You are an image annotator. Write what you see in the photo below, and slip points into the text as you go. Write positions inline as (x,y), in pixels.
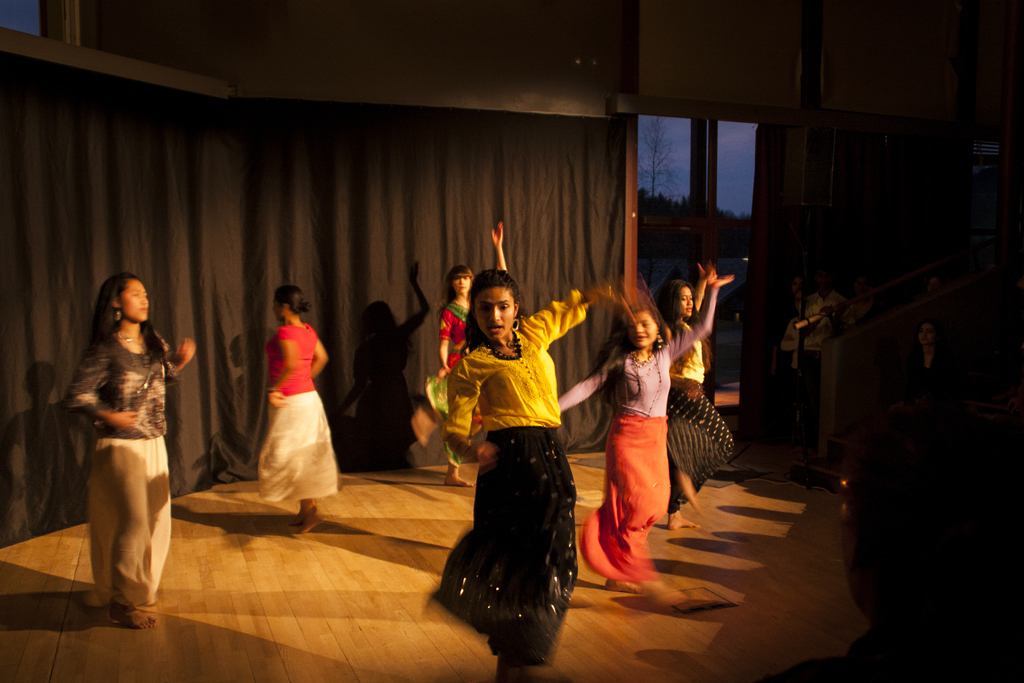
On a stage (440,486) group of girls (473,423) are performing dance and behind the girls (648,316) there is a black curtain (339,294), in the front some people (999,632) are watching their dance and there is a bright light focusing on the girls (628,460).
